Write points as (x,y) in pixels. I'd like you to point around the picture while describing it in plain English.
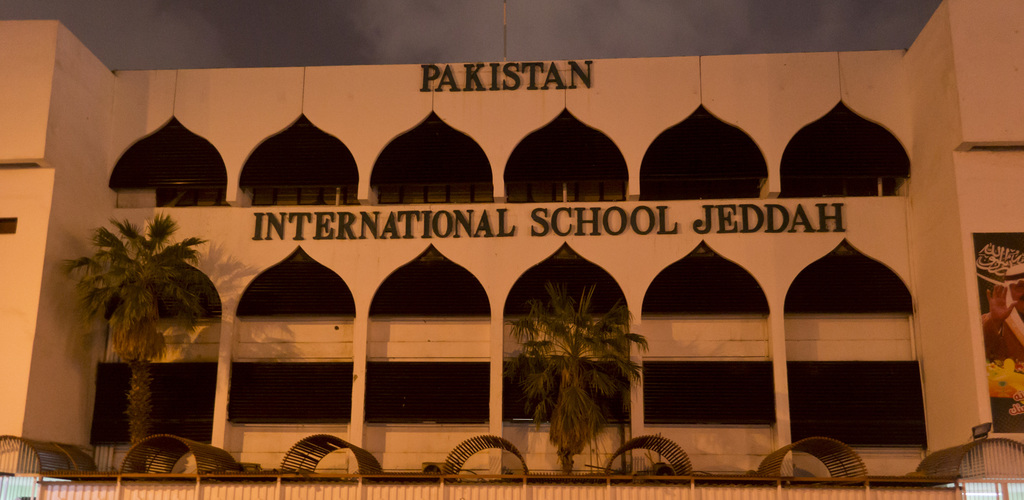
In the center of the image (513,178) there is a building (303,219), trees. In the background (234,43) we can see sky (261,42) and clouds (179,13).
